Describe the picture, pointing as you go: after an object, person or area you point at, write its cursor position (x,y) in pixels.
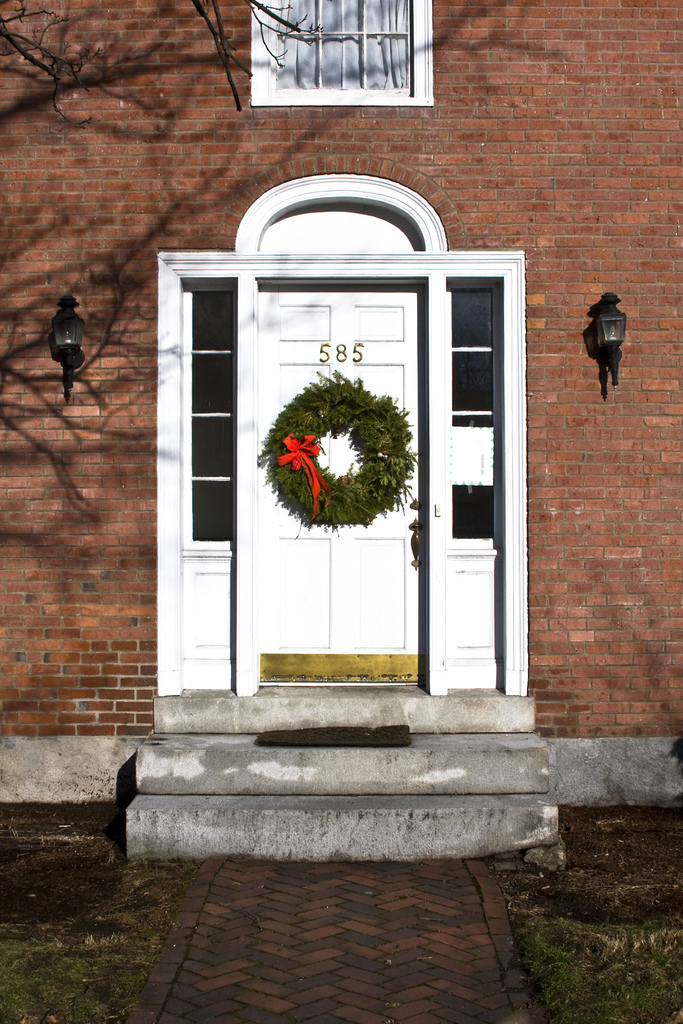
This is a picture of a building (274,609), on the building (239,525) we can see the lights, there is a door (280,564), on the door (280,582), we can see a wreath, also we can see a mat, tree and the grass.
